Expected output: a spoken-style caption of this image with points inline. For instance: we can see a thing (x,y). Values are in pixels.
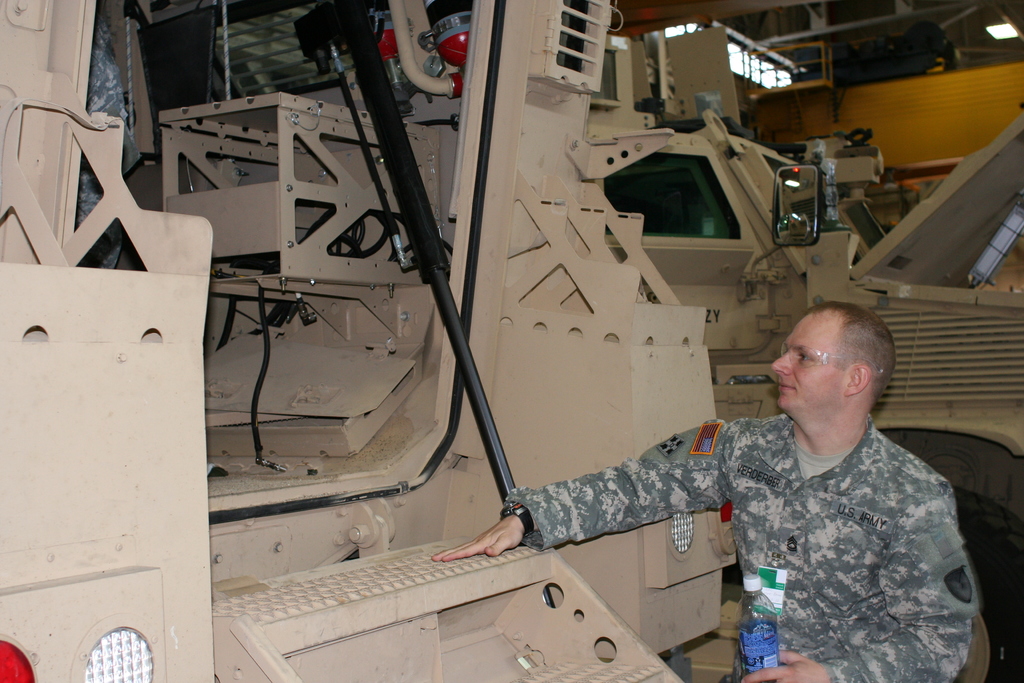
In this image, we can see a person (759,504) wearing uniform (792,482) and glasses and holding a bottle (758,631). In the background (918,42), there are machines (311,171) and we can see a light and a mirror (781,210).
